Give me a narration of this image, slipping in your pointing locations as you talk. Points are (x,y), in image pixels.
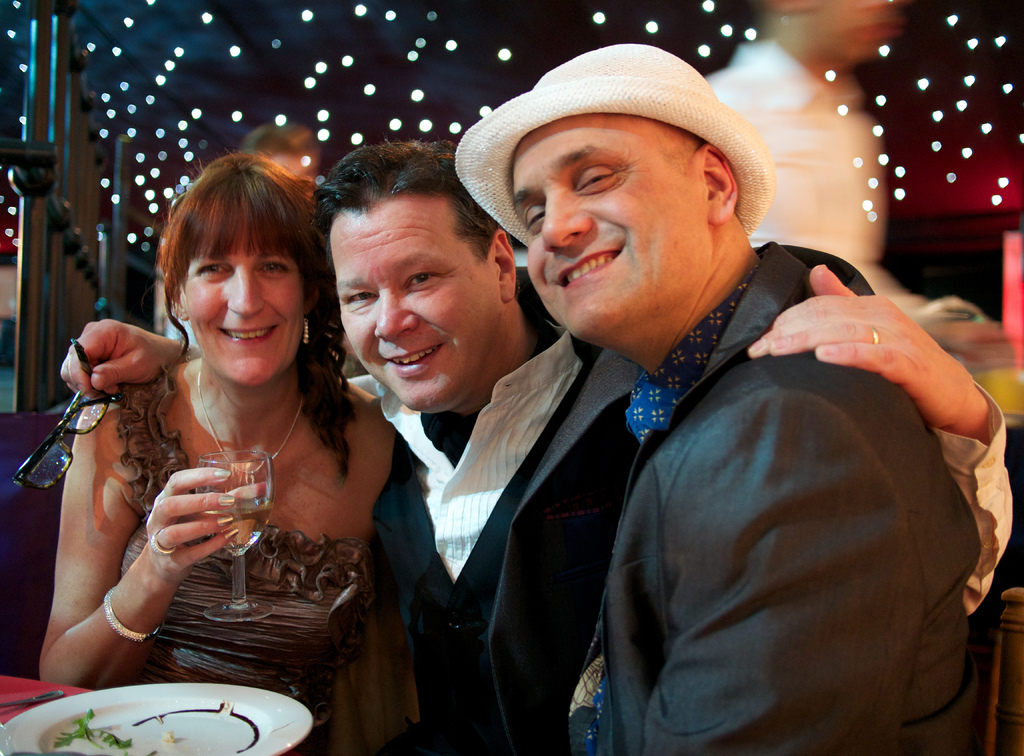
In this image I can see three persons (665,521). The person (665,521) in front (710,514) wearing black blazer (667,514), and the person (563,507) in the middle (474,501) wearing black and white dress (446,505) and the person (319,536) at left (314,536) wearing brown color dress (286,548) and holding a glass (273,464), in front I can see a plate (193,719) in white color, background (163,82) I can see few lights (239,119).
